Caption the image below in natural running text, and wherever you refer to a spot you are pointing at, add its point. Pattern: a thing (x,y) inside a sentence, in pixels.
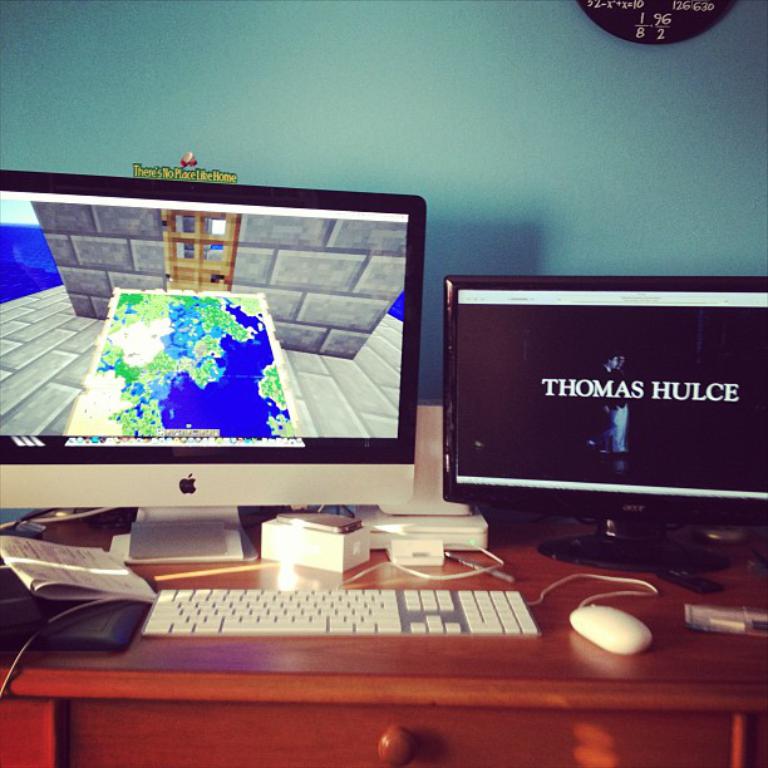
In this image I can see there is the iMac (202,377) on the left side (193,323). At the bottom (456,590) there is the keyboard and a mouse (632,622). On the right side (608,563) there is the desktop (751,286).
